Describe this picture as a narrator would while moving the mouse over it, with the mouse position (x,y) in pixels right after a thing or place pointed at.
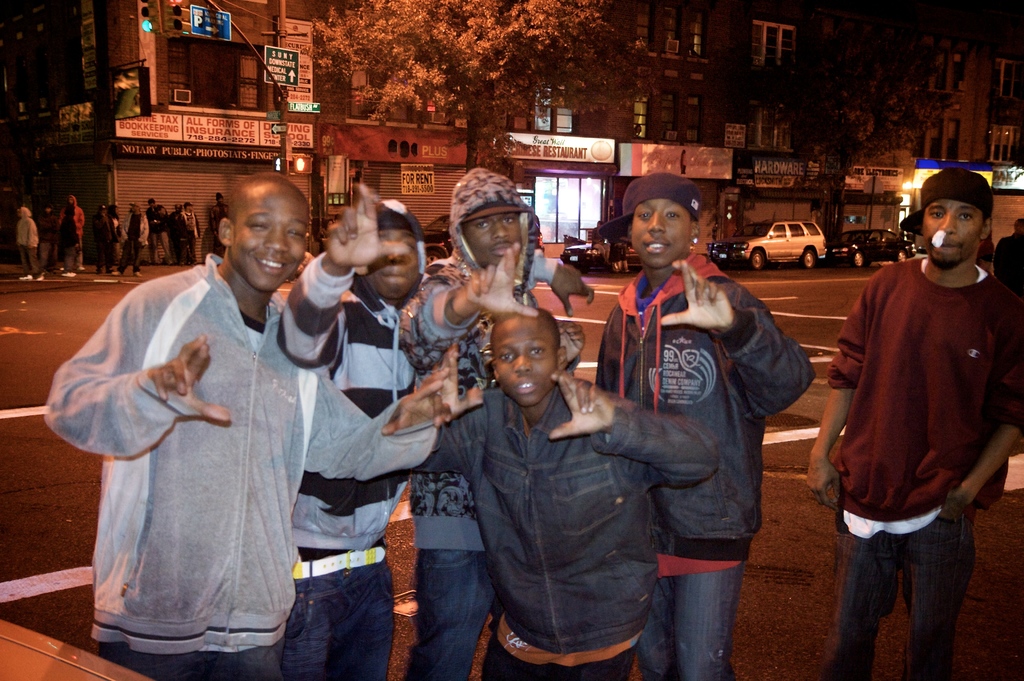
In this picture we can see a group of people (280,604) standing on the road (821,313) and smiling and at the back of them we can see some people (100,234) standing, vehicles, buildings (1018,58) with windows (761,23), trees (889,128), name boards (187,118), banners (187,118), shutters (122,163) and some objects (871,196).
